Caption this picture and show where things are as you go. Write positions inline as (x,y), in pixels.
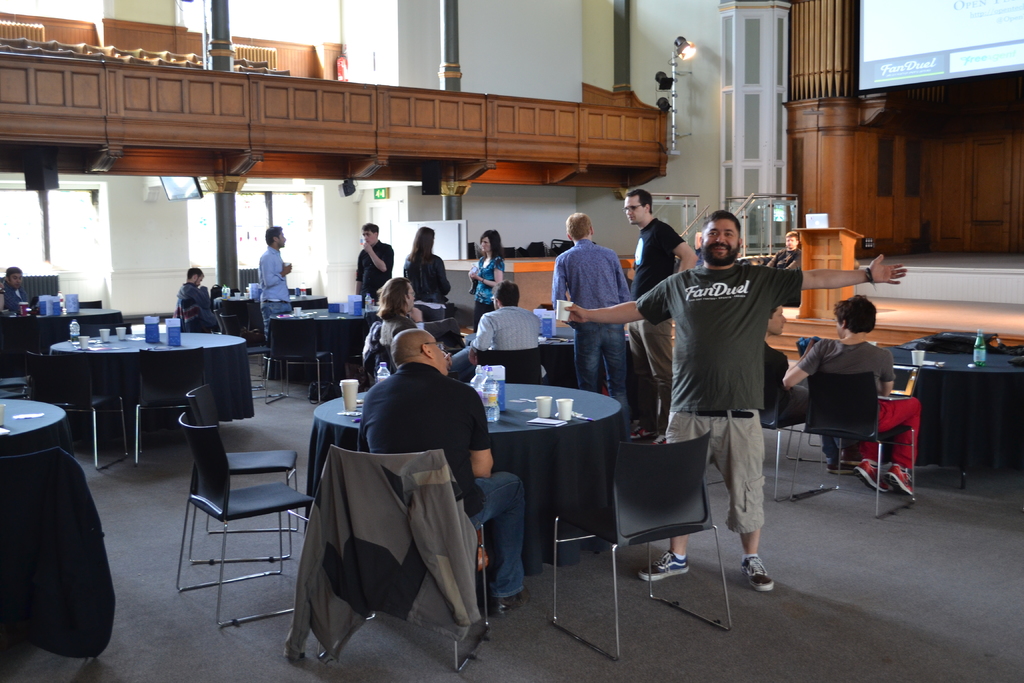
in this image i can see tables (522,446) and chairs (660,500). on the tables (506,415) there are cups (563,402), bottles (494,399). a person (699,408) is standing. behind them there are people (440,271) talking to each-other.
